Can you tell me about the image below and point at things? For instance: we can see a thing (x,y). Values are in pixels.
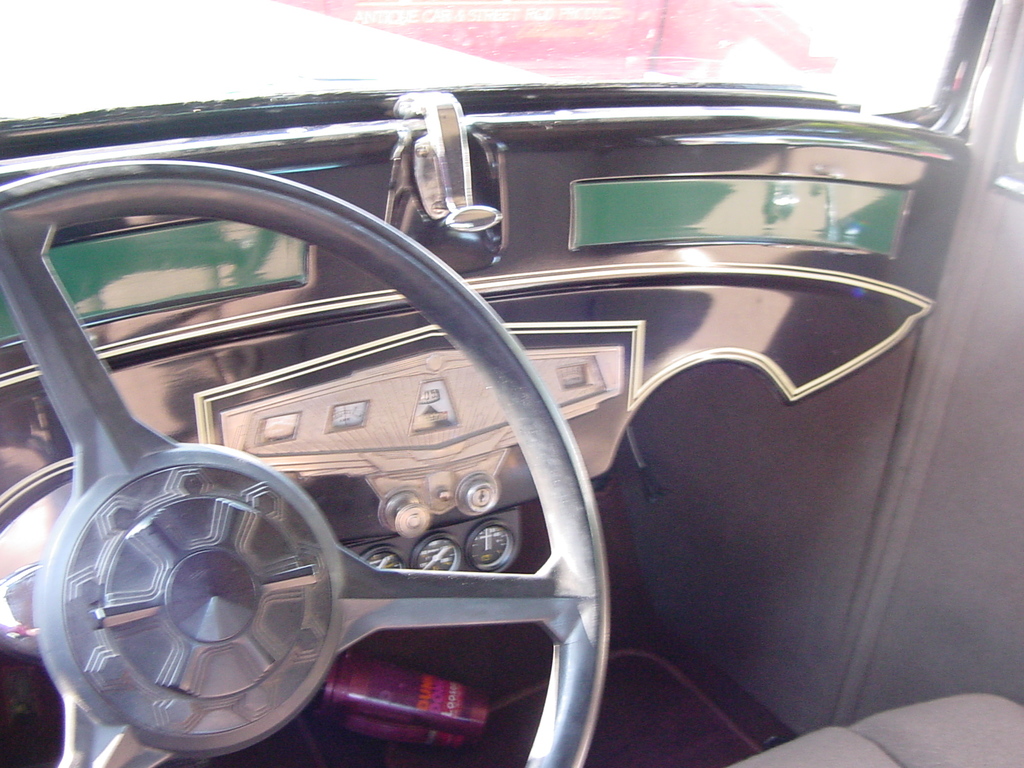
By seeing this image we can say this one may be a car (614,559) because it have a steering (464,603), electronic meters (493,540) and a seat (915,714).
